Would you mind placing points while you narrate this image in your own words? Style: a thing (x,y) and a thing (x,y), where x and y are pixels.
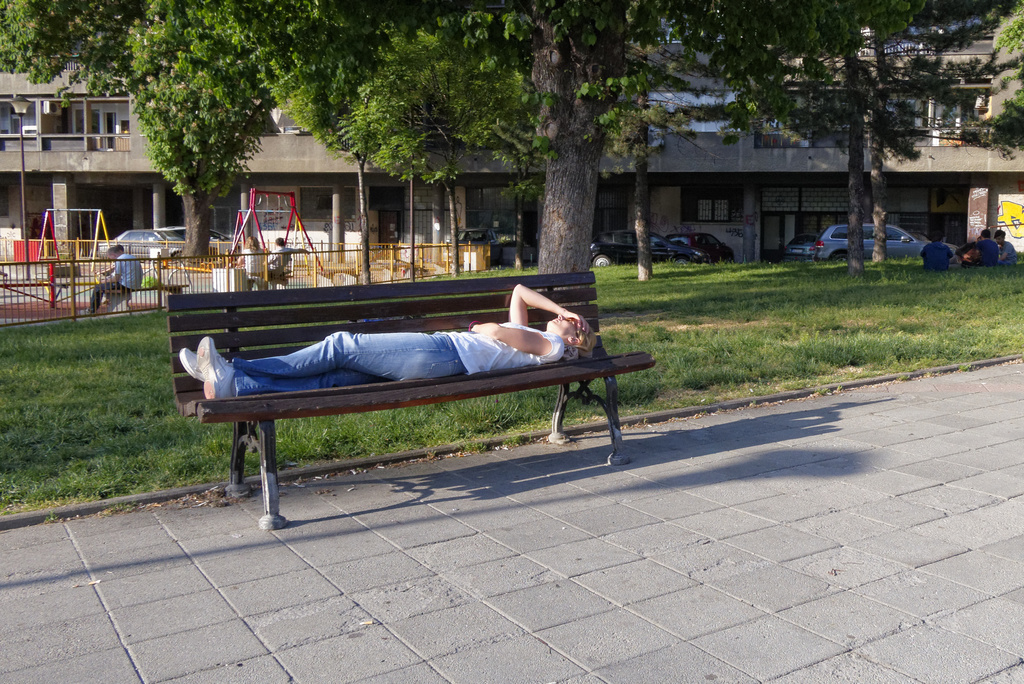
In this image I see a person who is lying on a bench (377,309) and I can see the path (1019,618) over here. In the background (199,433) I see the grass (959,354), few people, cars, trees (572,255) and a building (32,216).
